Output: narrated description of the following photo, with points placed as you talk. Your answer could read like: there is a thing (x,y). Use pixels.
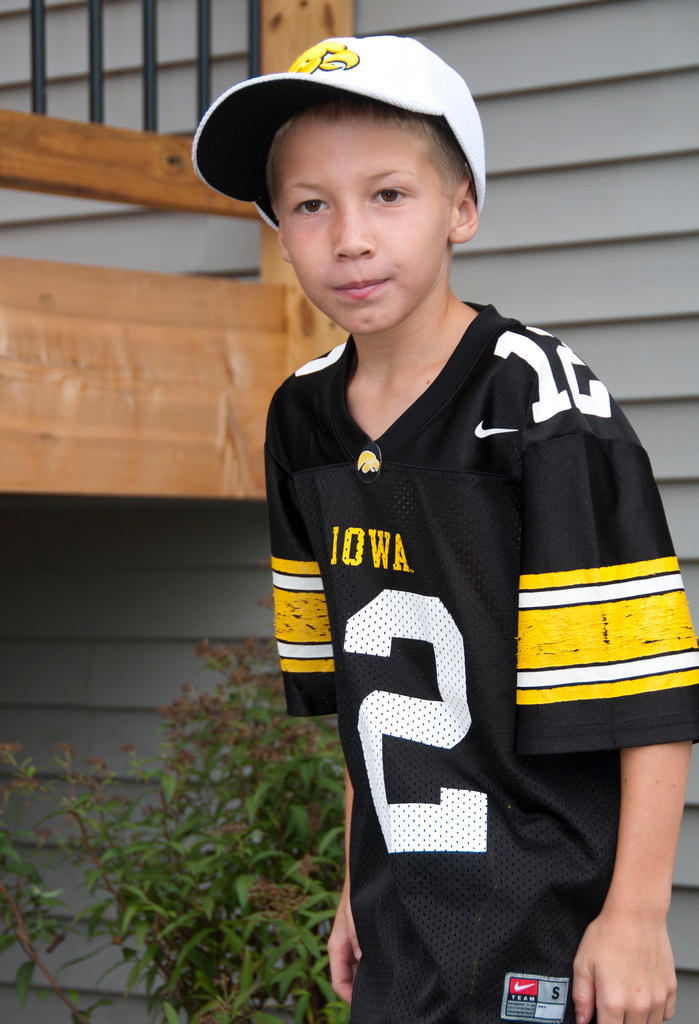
In this picture there is a small boy (398,542) in the image and there is a plant (291,769) behind him, there is a wooden boundary (229,472) in the background area of the image (99,370).
